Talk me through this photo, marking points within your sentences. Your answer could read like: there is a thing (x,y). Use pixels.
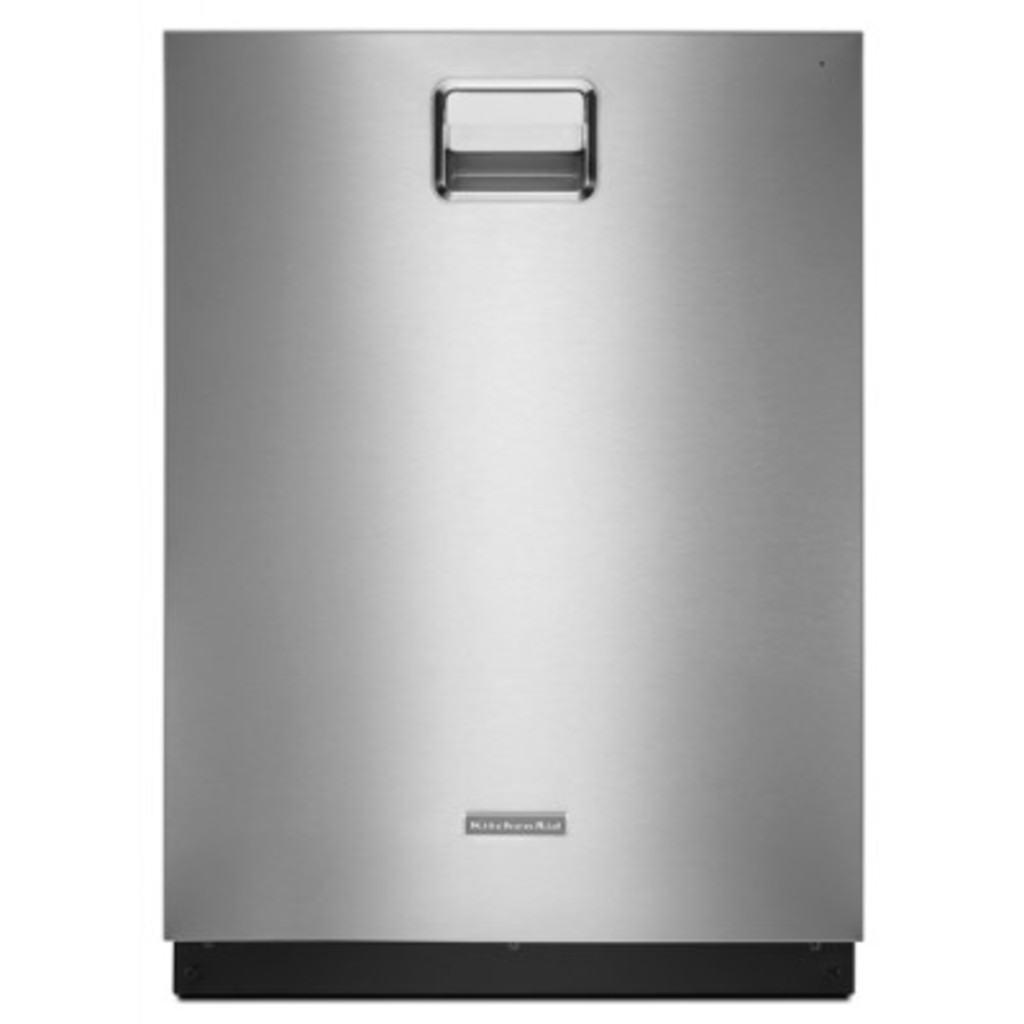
In this image I can see an object (579,459) which is in ash color.
